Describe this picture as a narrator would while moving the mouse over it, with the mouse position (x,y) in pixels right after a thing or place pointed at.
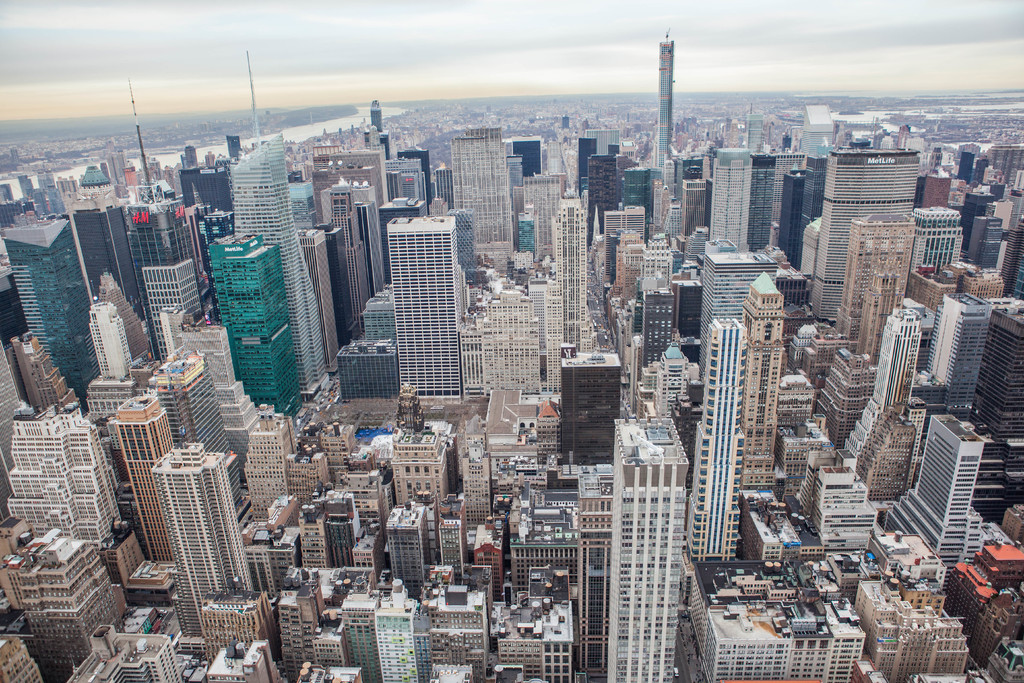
In this image we can see so many buildings (549,448) and also we can see the water (329,121), in the background (568,40), we can see the sky (629,27).
